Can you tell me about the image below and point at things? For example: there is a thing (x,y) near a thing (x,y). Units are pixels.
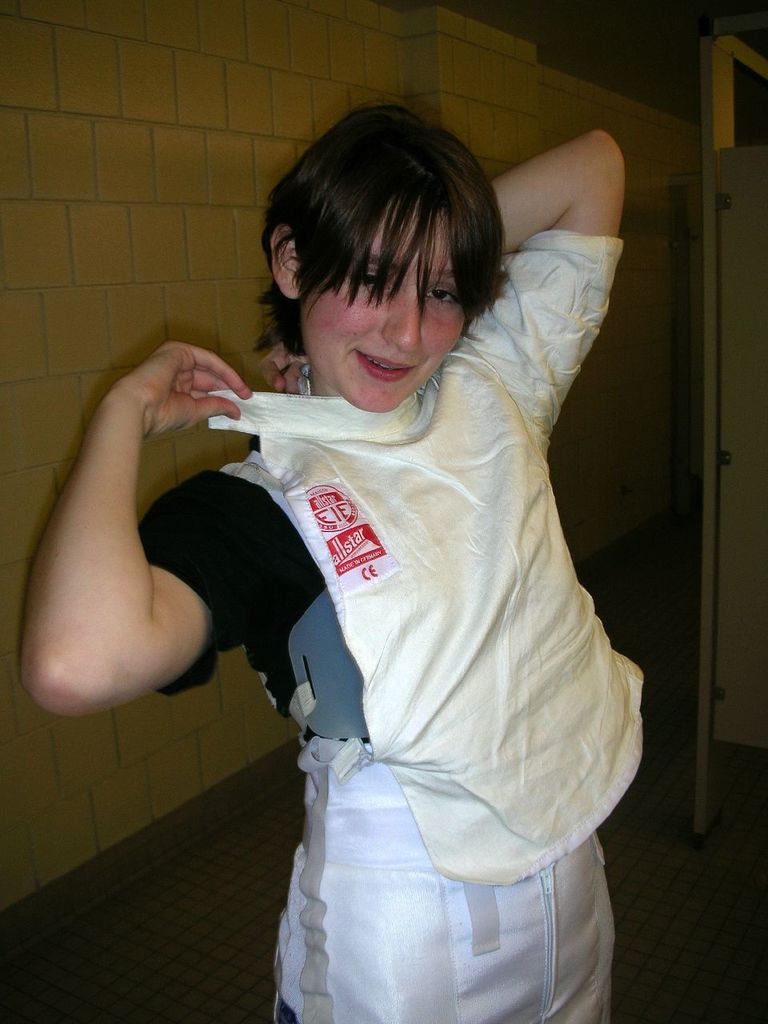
In this image I can see a woman (287,553) standing and is wearing a top (367,618) and posing for the picture. I can see a wall (167,200) behind her. The background (110,144) is dark.
